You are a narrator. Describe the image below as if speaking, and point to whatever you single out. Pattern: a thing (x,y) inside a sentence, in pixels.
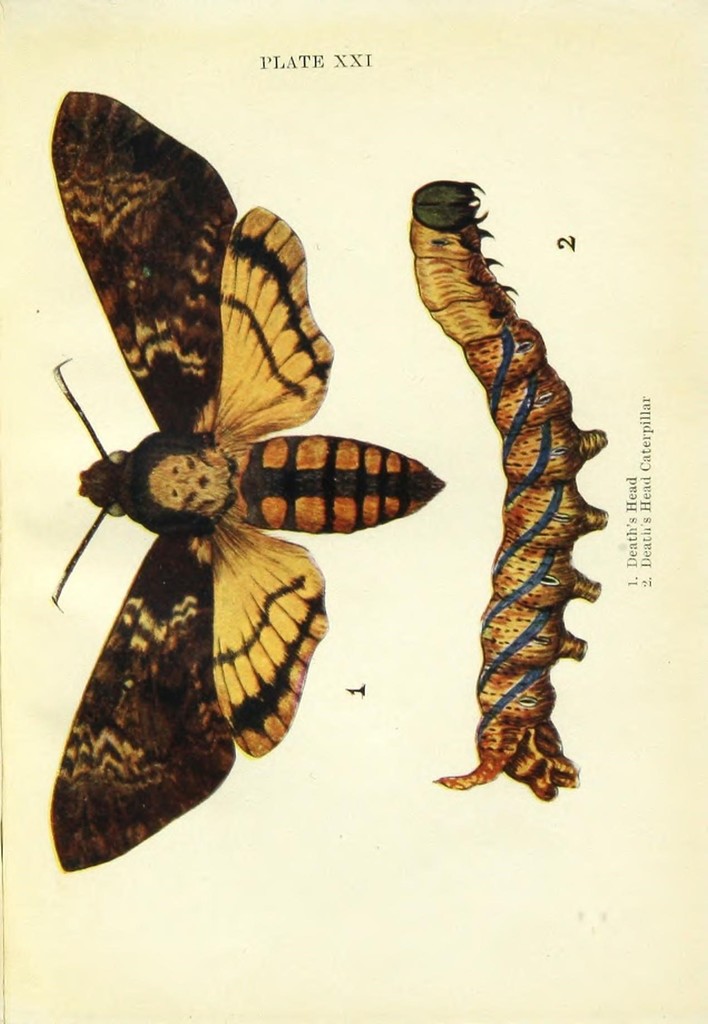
In this image we can see the pictures (494,677) of a butterfly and a caterpillar (494,667). We can also see some text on this image.
